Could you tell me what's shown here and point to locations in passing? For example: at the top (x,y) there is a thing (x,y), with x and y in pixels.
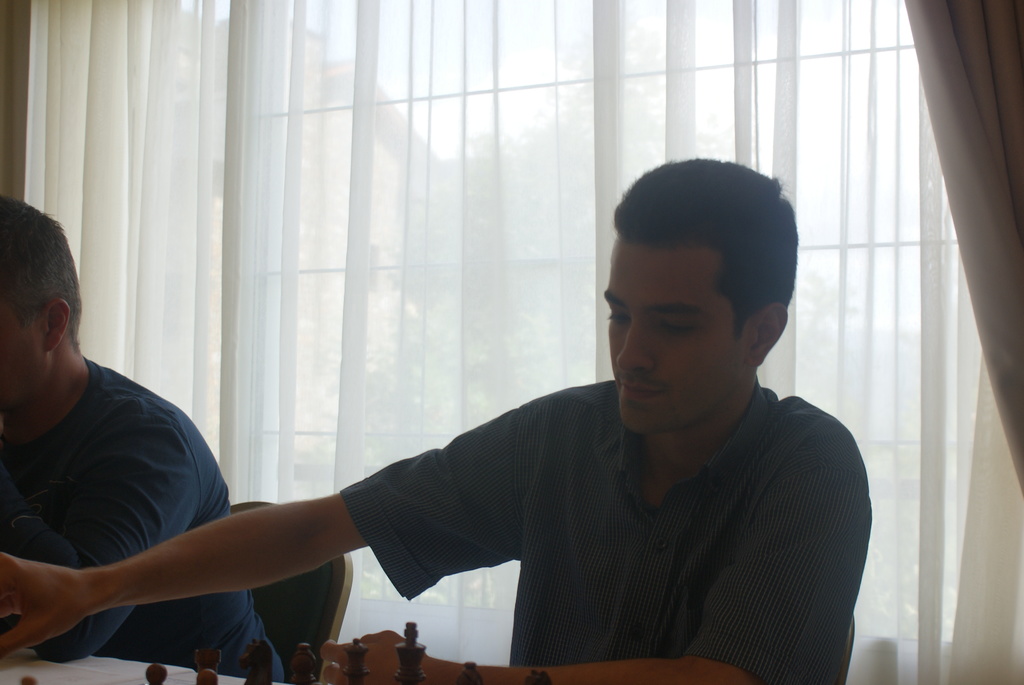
In the foreground (125,380) we can see people (283,550), chair (299,588), white color object (136,668) and chess coins (414,663). In the background (574,156) there are curtains (461,139) and window (458,156). In the background (467,158) we can see trees (497,237), building (373,176) and sky (489,21).
